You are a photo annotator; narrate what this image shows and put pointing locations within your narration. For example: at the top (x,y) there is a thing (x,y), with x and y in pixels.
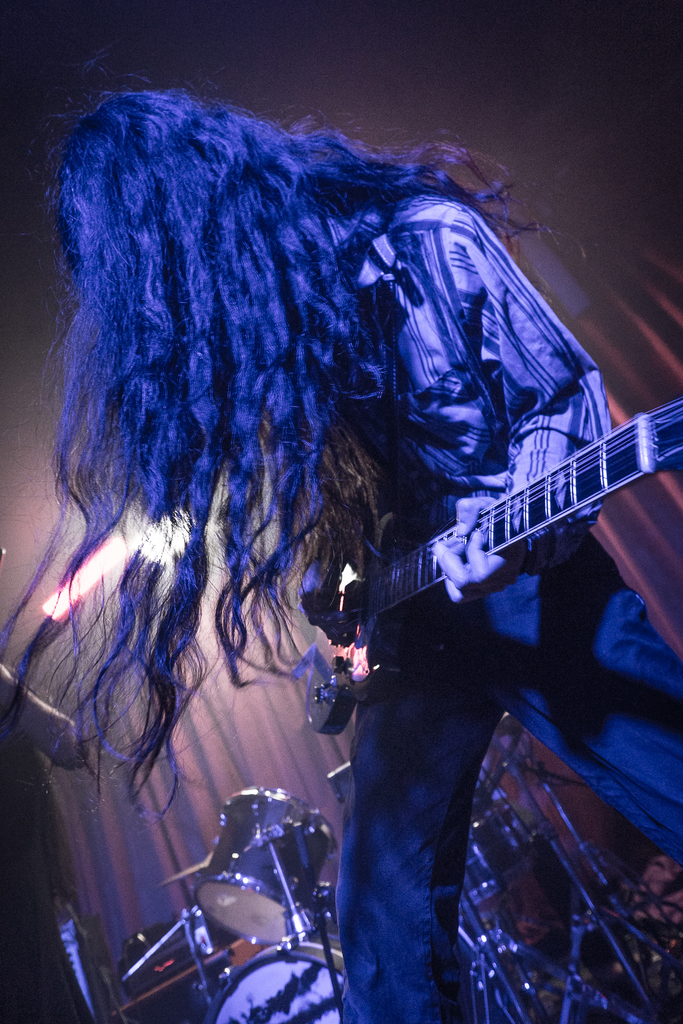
There is a person (424,336) in a shirt (469,398), standing, holding and playing a guitar (593,465), near another person (49,867) who is standing on the stage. In the background (253,822), there are drums (270,802), there is a light (111,556) near a curtain (216,697) and there is a roof (291,8).
